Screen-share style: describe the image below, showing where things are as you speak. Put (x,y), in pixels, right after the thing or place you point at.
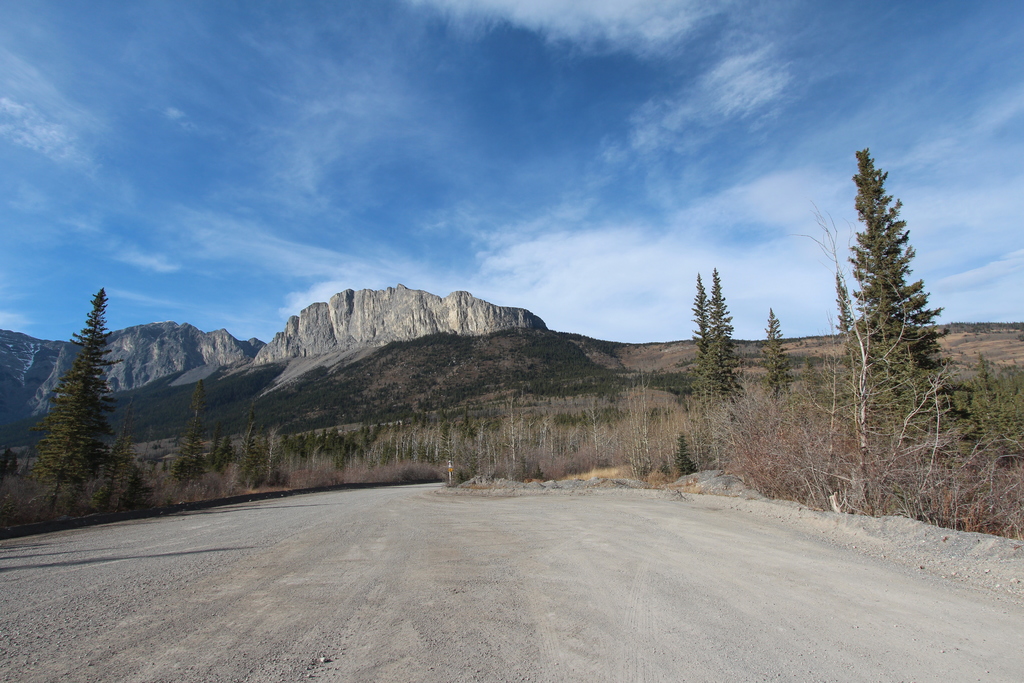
In this image in the center (618,447) there are some trees (464,410) and mountains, at the bottom (567,561) there is a road (481,561). On the top of the image (419,128) there is sky (281,280).
